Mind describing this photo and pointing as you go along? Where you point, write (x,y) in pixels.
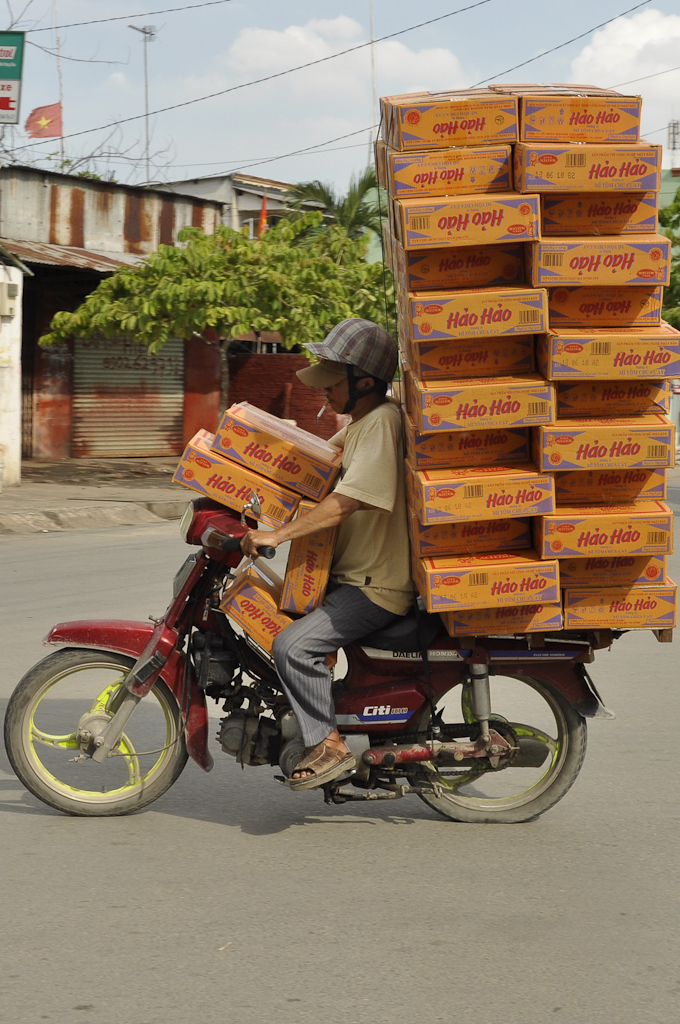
In this image I can see the road (335,925), a person (353,591) riding a motorbike (256,731) and number of boxes (467,321) on the bike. In the background (163,378) I can see few buildings (171,384), few trees (241,290), few wires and the sky (188,95).
